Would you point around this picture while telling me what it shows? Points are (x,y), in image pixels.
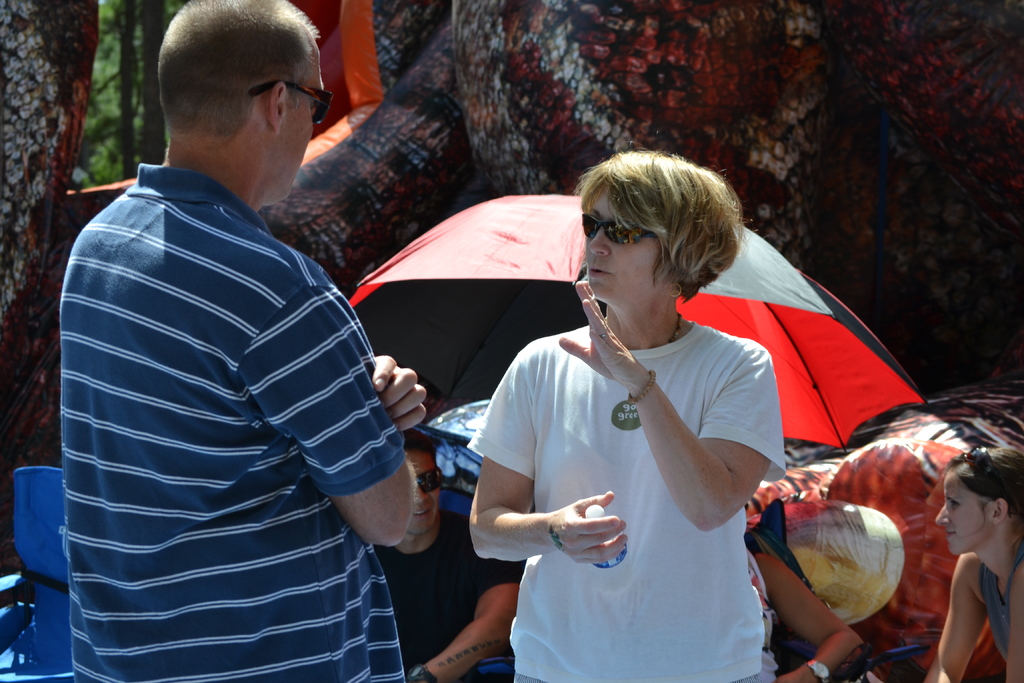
In this picture there is a woman (538,441) with white t-shirt (644,657) is standing and talking and there is a man (109,563) standing and there are three people (971,540) sitting and there is an umbrella (790,271). At the back (725,69) it looks like a rock (811,172). On the left side of the image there is a chair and there are trees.
